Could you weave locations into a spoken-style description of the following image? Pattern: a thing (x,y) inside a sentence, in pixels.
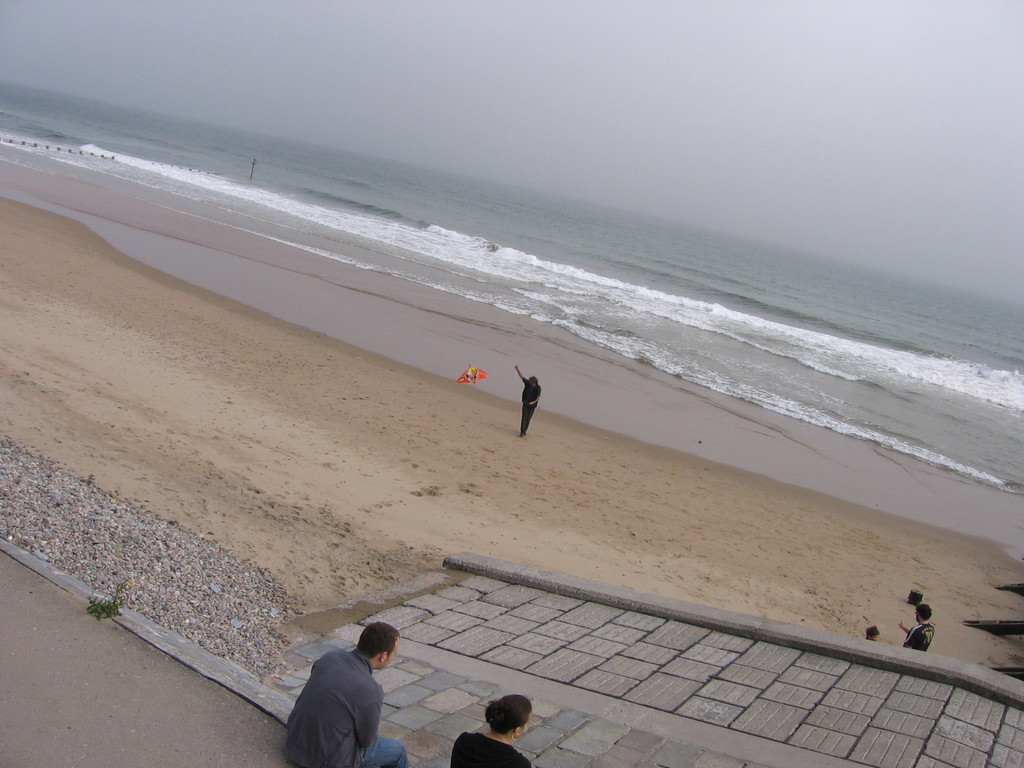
In the image there is a beach (625,309) and in front of the beach (391,325) there is a sand surface (396,334), there are three people (932,631) standing on the sand surface (616,532) and in the foreground (326,691) there are two people (321,694) sitting on a cement path (201,681).
